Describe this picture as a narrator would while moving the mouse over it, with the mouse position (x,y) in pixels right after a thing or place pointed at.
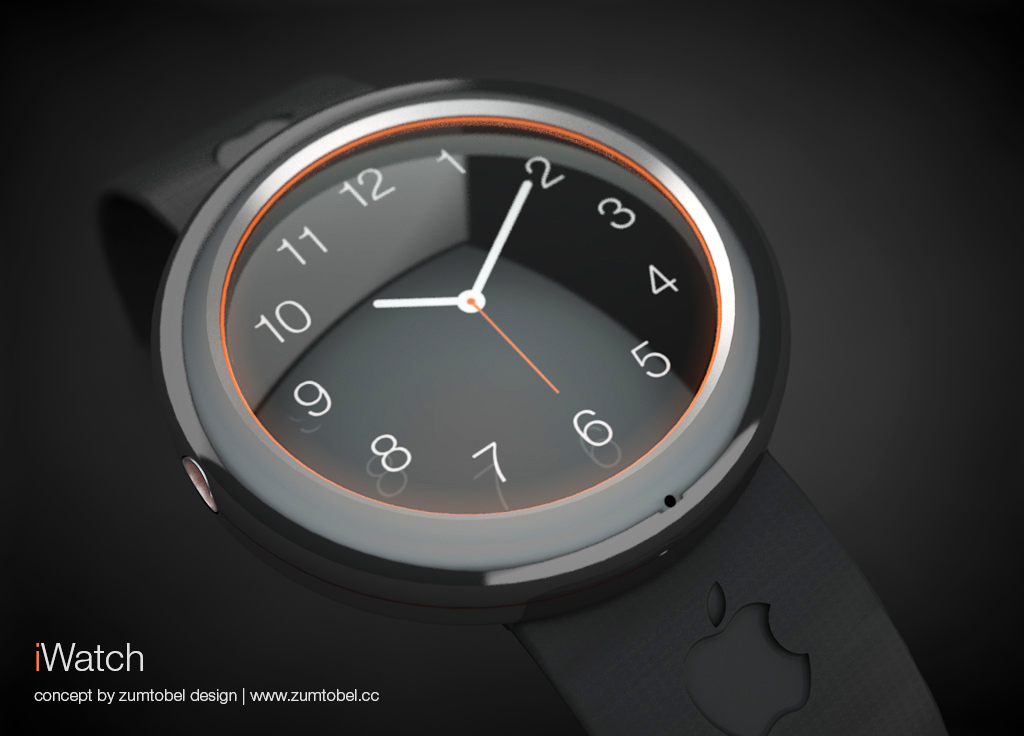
In this image there is a watch (502,320) truncated towards the bottom of the image (627,580), there is text (217,698) towards the bottom of the image (161,689), the background of the image (208,57) is dark.
